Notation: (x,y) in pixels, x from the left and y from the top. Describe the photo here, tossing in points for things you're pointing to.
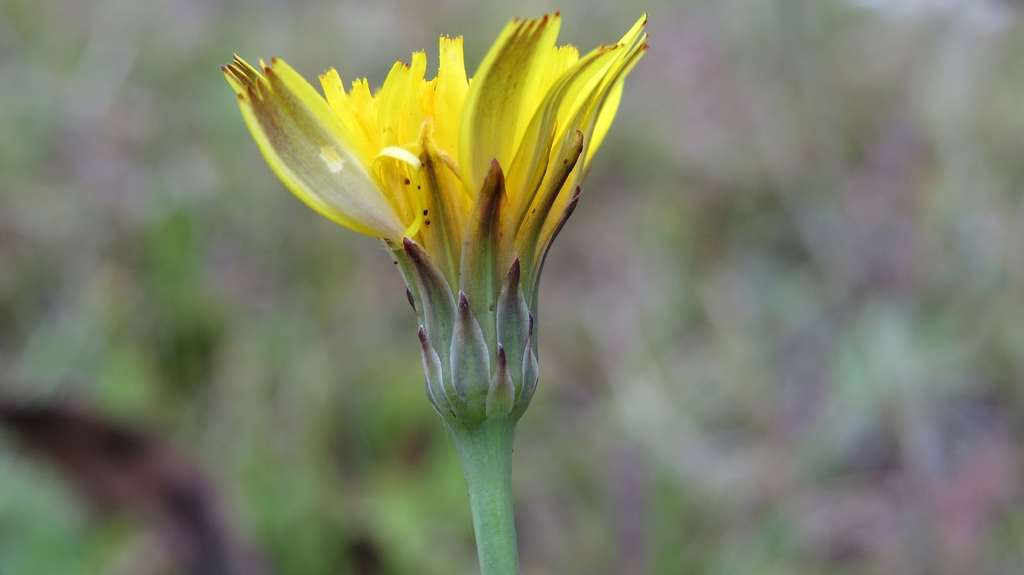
In the center of the image (426,278) we can see a flower (454,333).
